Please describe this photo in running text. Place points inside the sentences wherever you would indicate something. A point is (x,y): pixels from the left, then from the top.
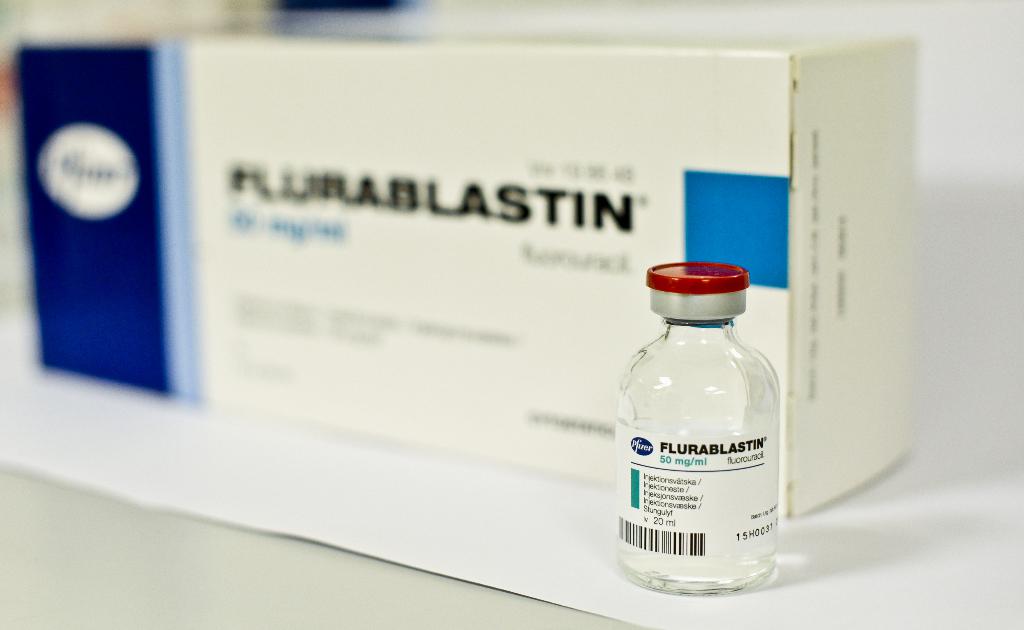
In this image, There is a white color box (425,137) and in the right side (714,542) there is a bottle (754,529) which is in white color.
